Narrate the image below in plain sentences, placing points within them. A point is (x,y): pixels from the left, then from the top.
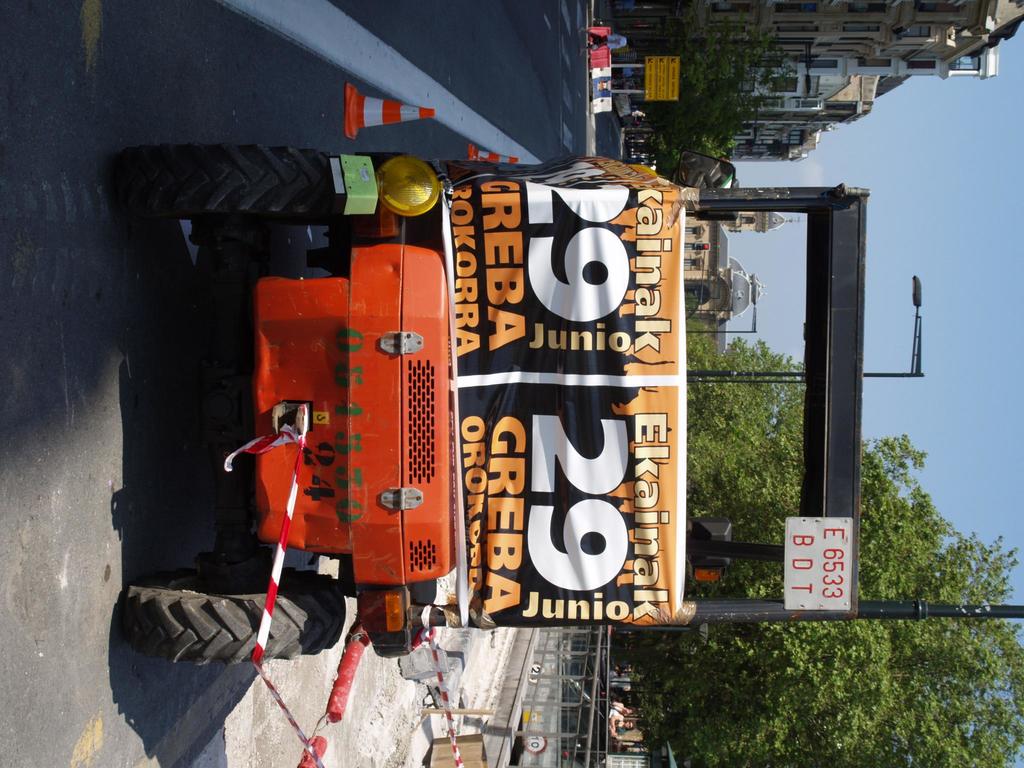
In this picture we can see a vehicle (341,529) in the front (343,528), in the background (745,72) there are some buildings (796,50), trees (766,65), poles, lights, a board (654,85) and a person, at the bottom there are some barricades (565,658), we can see the sky (896,306) on the right side (979,264), there are two traffic cones (369,115) here.
